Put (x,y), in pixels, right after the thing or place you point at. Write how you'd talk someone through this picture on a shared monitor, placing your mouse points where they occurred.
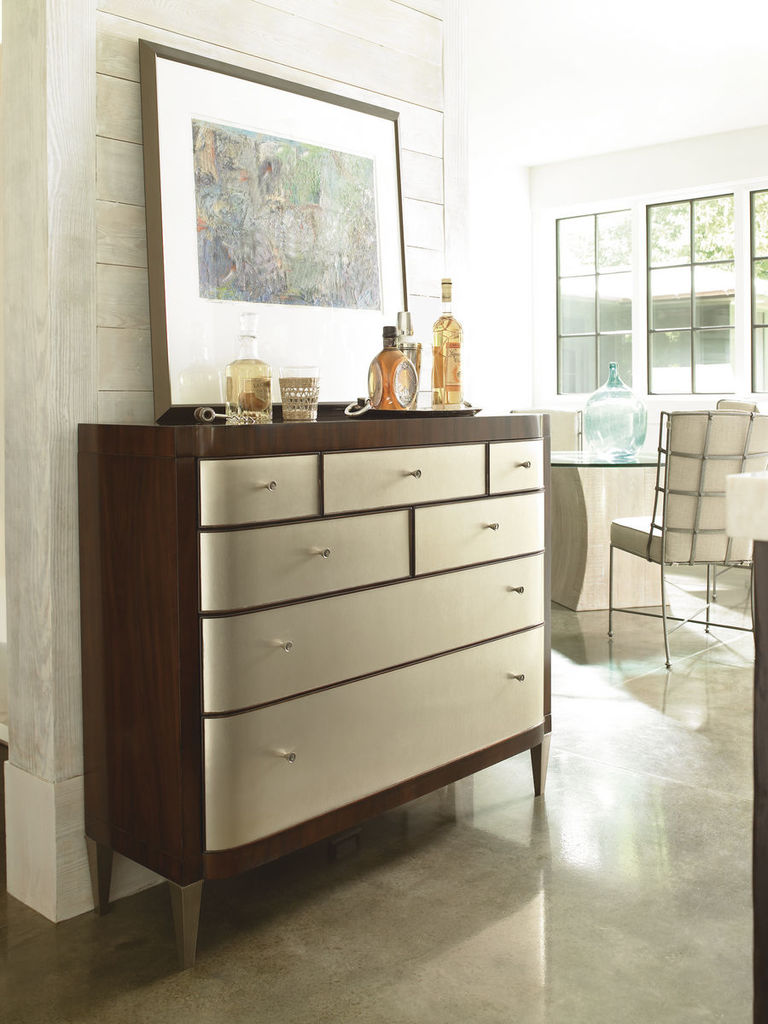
It is a living room (356,400), there is a cupboard (283,430) above the cupboard (288,438) there are some bottles (251,382) and a glass (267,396) and a photo frame (162,376), behind it there is a wooden wall (62,303), right to the table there are few chairs (666,462) and a table (610,490), a window (767,355), in the background (699,219) there are trees (699,230) and a house (707,340).
